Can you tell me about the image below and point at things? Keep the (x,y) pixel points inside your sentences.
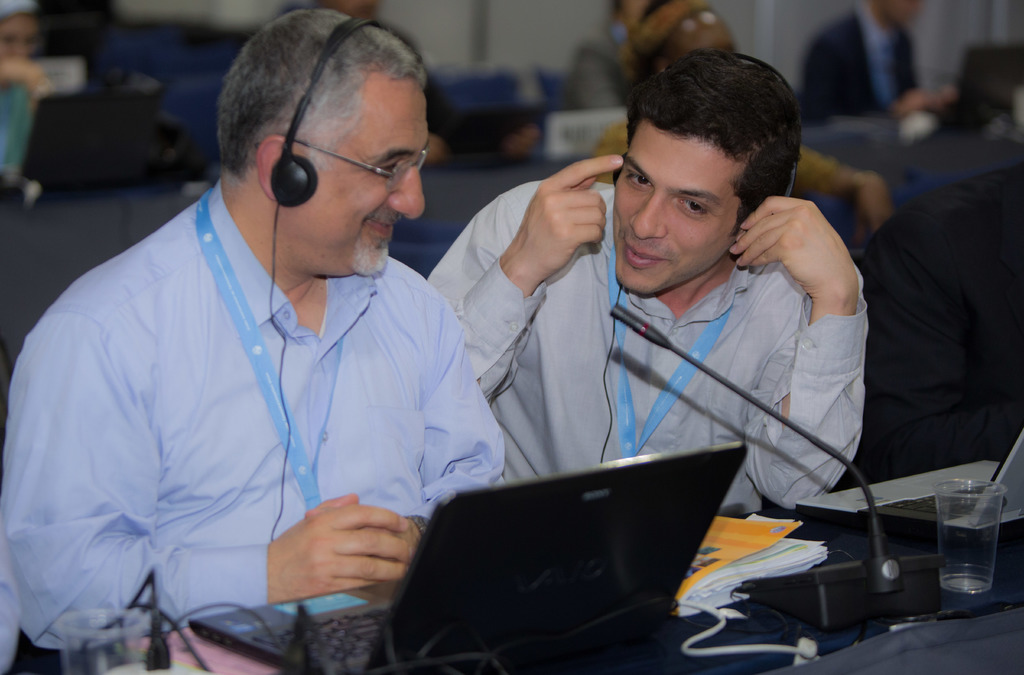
There are two men (372,215) sitting and smiling and wired headsets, in front of these two men (556,375) we can see laptops (655,463), microphone (820,580), cables (784,649) and papers (805,554) on the table (910,548). Background (889,43) we can see wall (780,58) and people (609,56).
